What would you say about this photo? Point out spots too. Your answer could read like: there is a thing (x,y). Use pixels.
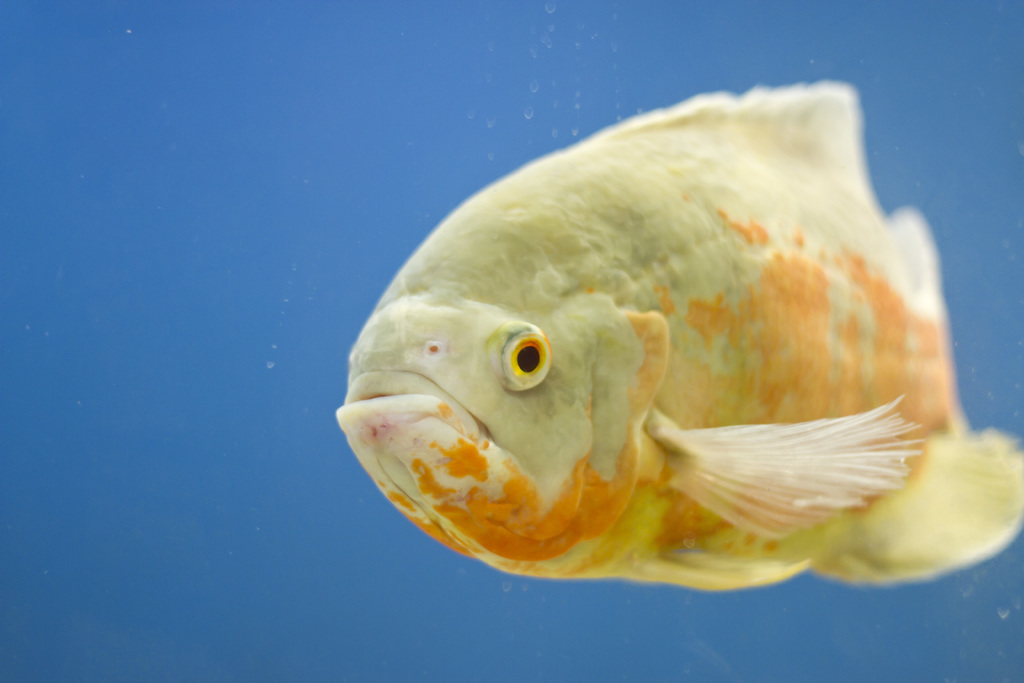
Here we can see a fish (827,487) and there is a blue color background (975,290).
